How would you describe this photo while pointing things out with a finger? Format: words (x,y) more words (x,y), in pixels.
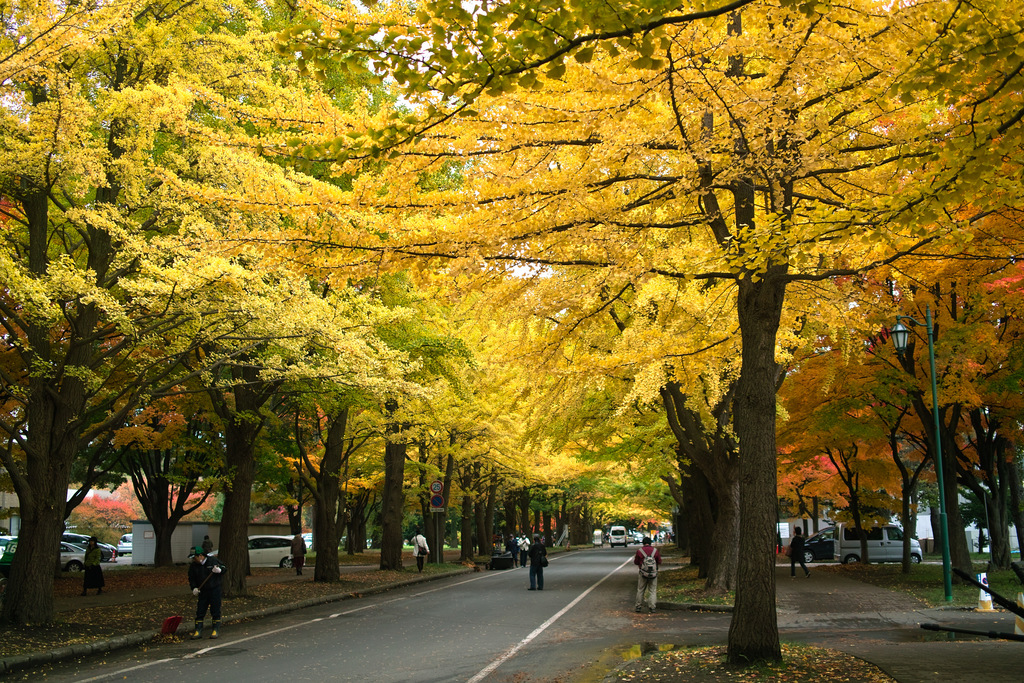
This is an outside view. At the bottom of the image (449,610) there is a road (508,580). In the background (622,546), I can see few vehicles (622,546) on the road (600,572). On both sides of the road (536,593) there are many trees (710,494) and few people (198,591) are walking on the footpath (798,596).
